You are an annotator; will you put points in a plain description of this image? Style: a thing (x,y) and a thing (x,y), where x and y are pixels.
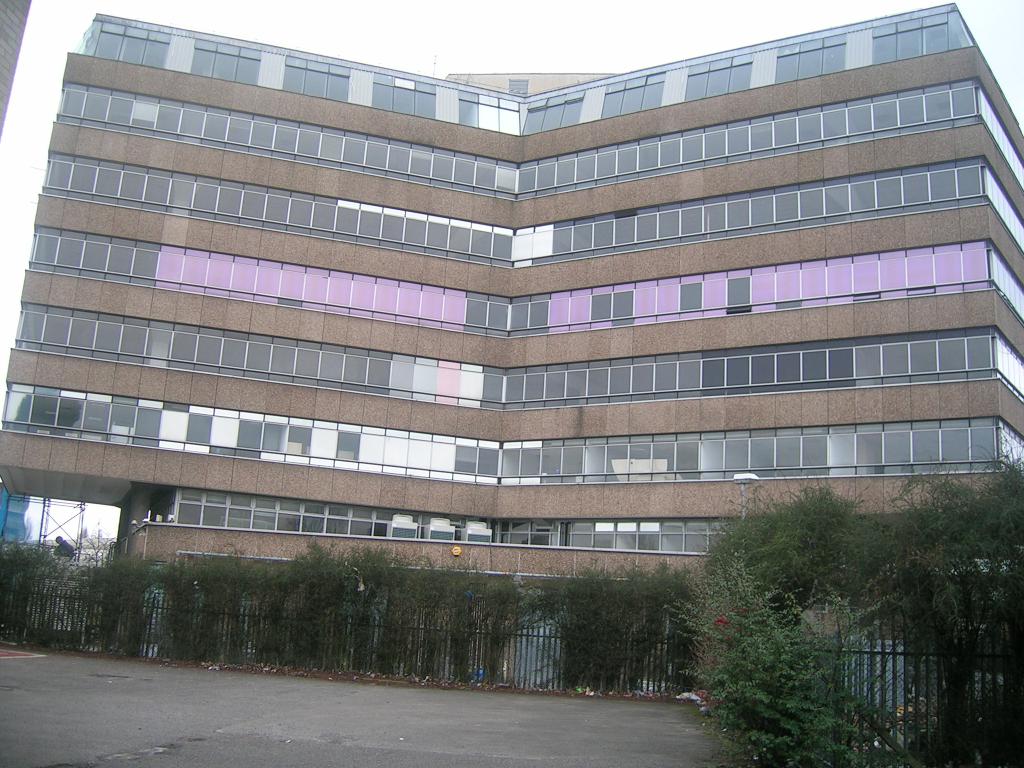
In the picture I can see a building (557,369), fence (587,666), plants (649,630) and some other things (101,673). In the background (418,63) I can see the sky (418,63).
